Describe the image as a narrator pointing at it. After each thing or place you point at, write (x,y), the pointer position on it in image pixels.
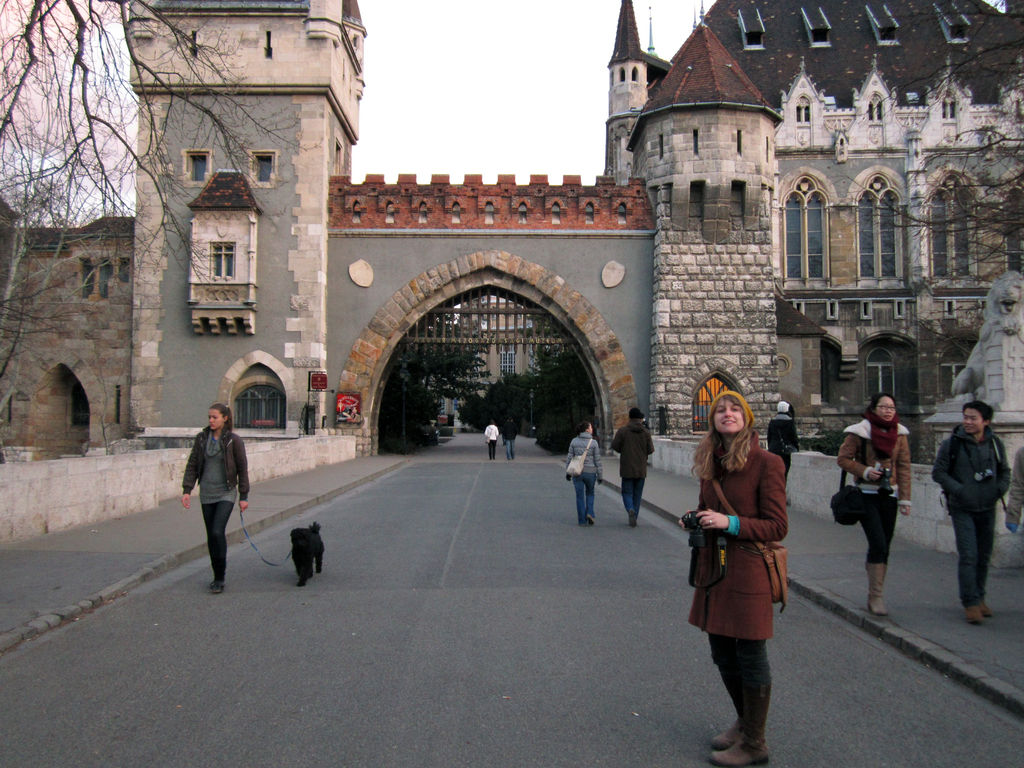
In the image there are few people (987,595) standing and walking on the road (621,735) with a castle (839,298) in the background (435,287) and above its sky (463,60), there are trees (1013,227) on either side.
